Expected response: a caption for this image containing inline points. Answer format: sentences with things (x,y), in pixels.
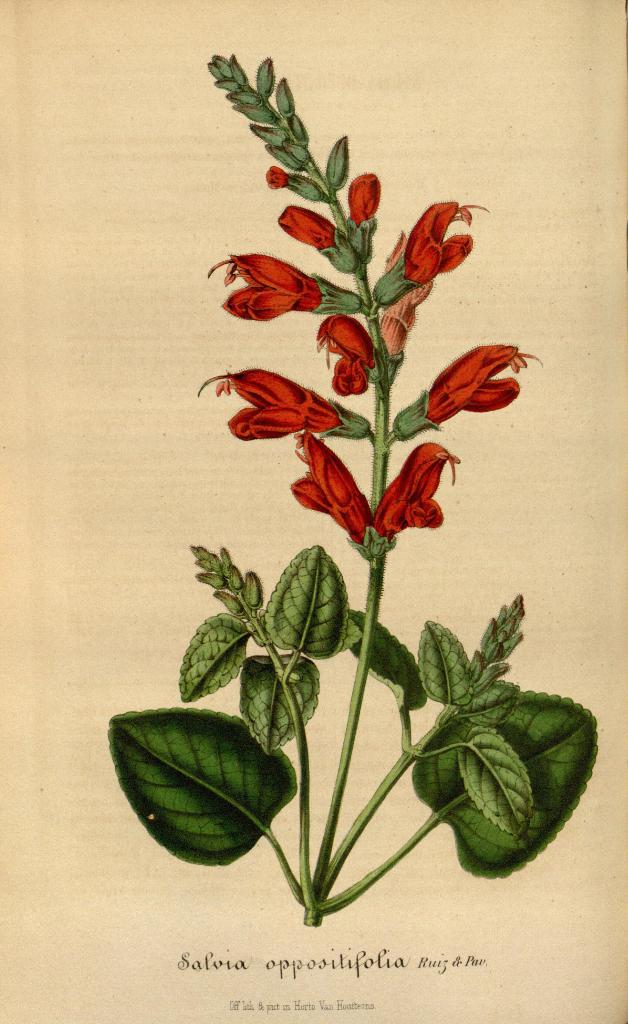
In this image we can see a poster (288,749). In this poster (269,835) we can see picture of flowers (483,372), leaves (204,668), and stems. At the bottom of the image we can see something is written on it.
